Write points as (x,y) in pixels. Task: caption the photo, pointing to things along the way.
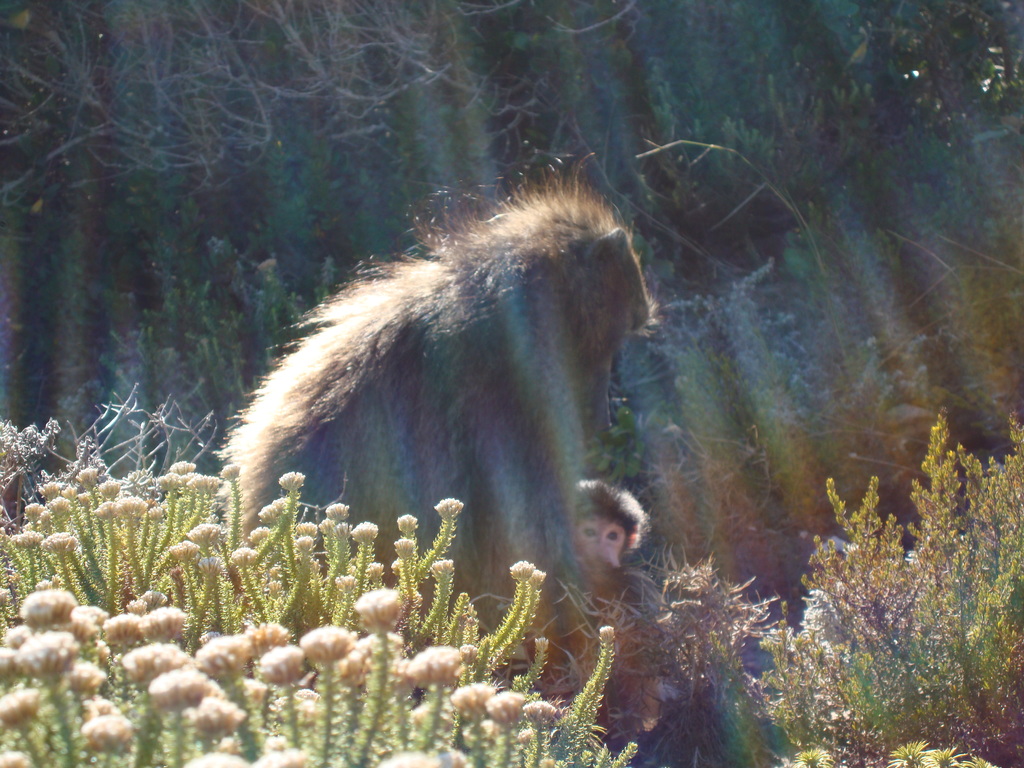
This image consists of monkey (473,373) along with a baby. To the left (254,619) and right, there are plants (313,707). In the background (159,218), there are trees (476,49).
